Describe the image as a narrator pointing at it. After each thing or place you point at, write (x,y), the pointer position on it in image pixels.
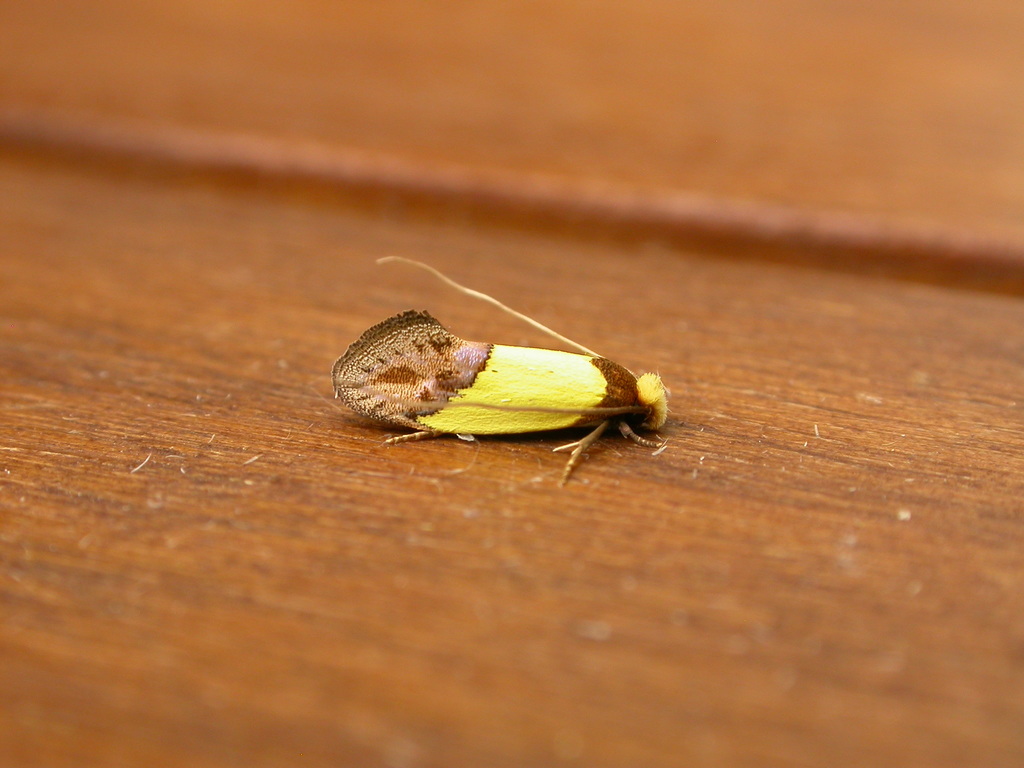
This picture contains an insect (425,357) which is in yellow and brown color is on the brown wooden surface (475,445). In the background (402,286), it is brown in color and it is blurred in the background (421,259).
